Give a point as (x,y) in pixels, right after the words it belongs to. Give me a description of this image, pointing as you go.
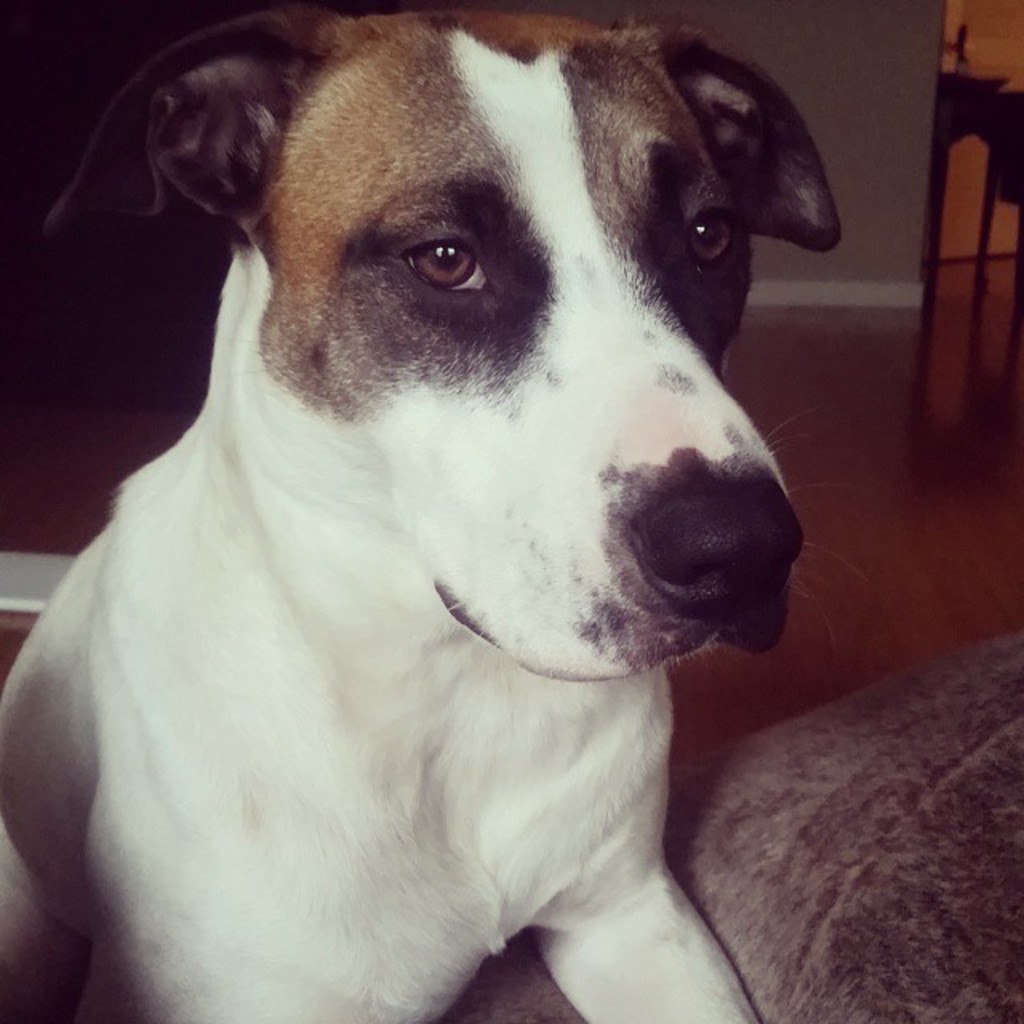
In this image there is a dog (612,826) on the sofa (845,831). At the background (857,27) there is a wall (825,84).
